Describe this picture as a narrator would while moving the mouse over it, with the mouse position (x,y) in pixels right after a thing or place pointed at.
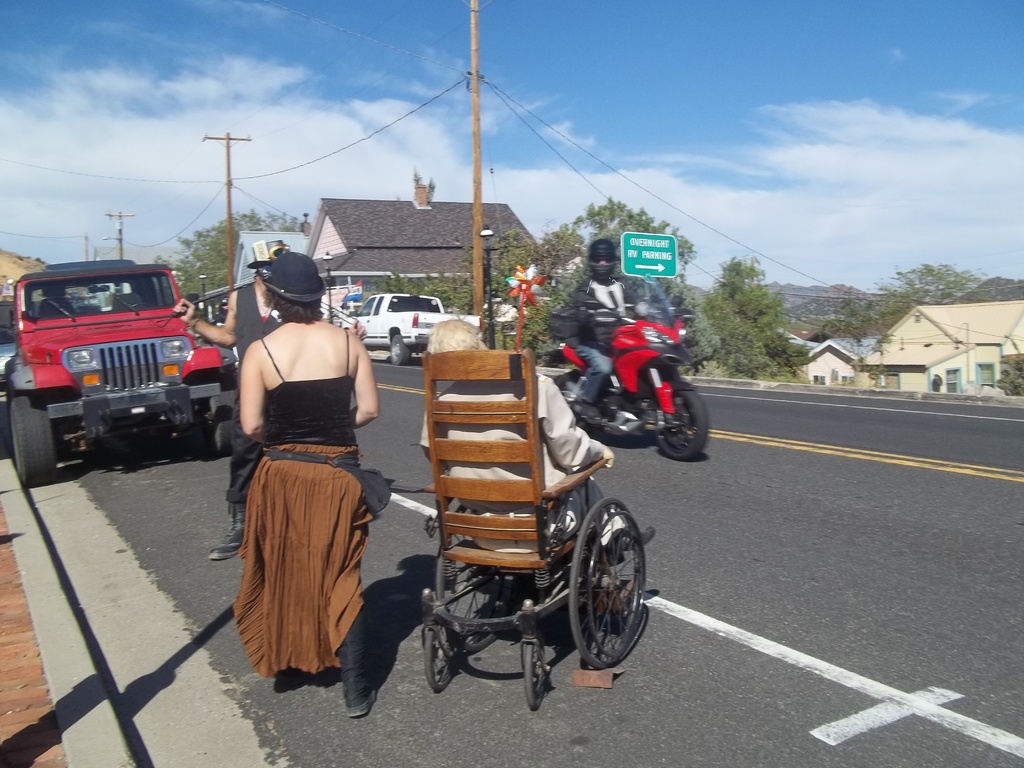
There are two people (253,361) standing. This is a person (572,437) sitting on the wheelchair (518,555). Here is another person (600,360) riding a motorbike (646,385). These are the vehicles (117,376) on the road (157,445). These are the houses (360,240). This is a current pole (232,140) with wires (483,78) connected. These are the trees (724,332).
